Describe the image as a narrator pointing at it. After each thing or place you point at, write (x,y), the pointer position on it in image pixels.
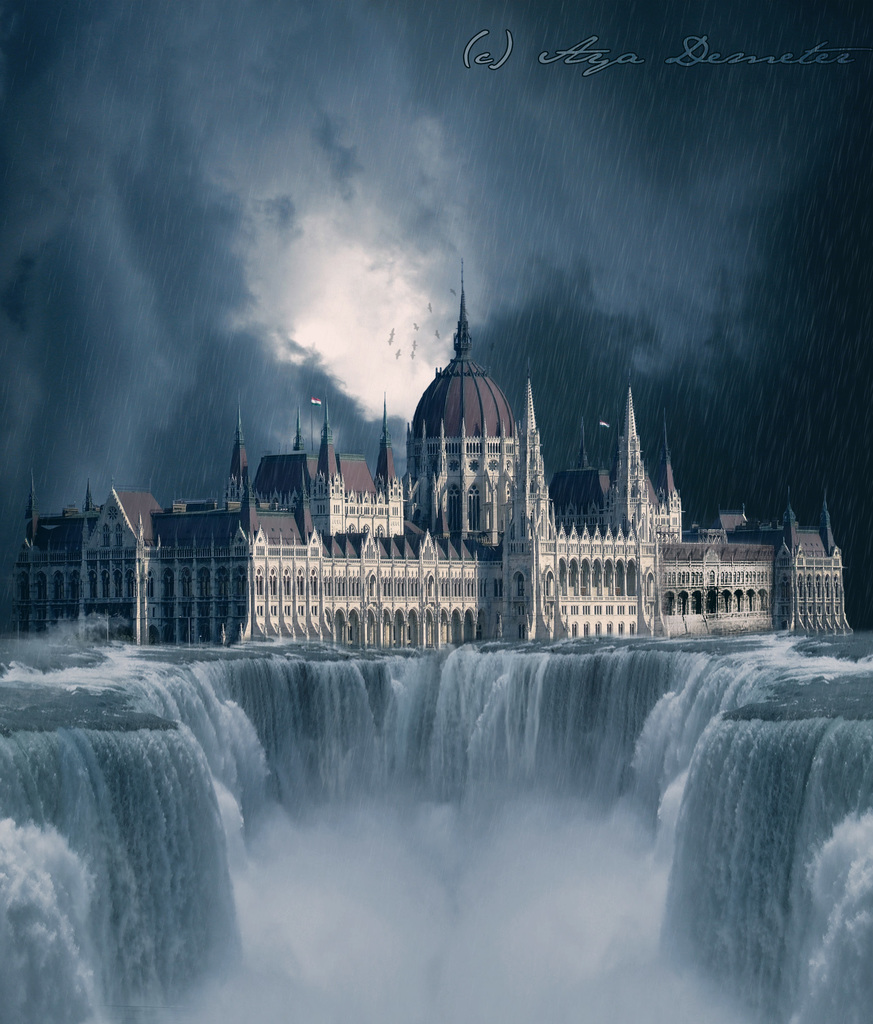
This is an animated image. In the image there is a waterfall (350,698). And also there is a building (407,491). At the top of the image (345,93) there is sky (417,118) with clouds (507,222). And it is raining in the image. In the top right corner of the image (594,38) there is some text (832,46).
